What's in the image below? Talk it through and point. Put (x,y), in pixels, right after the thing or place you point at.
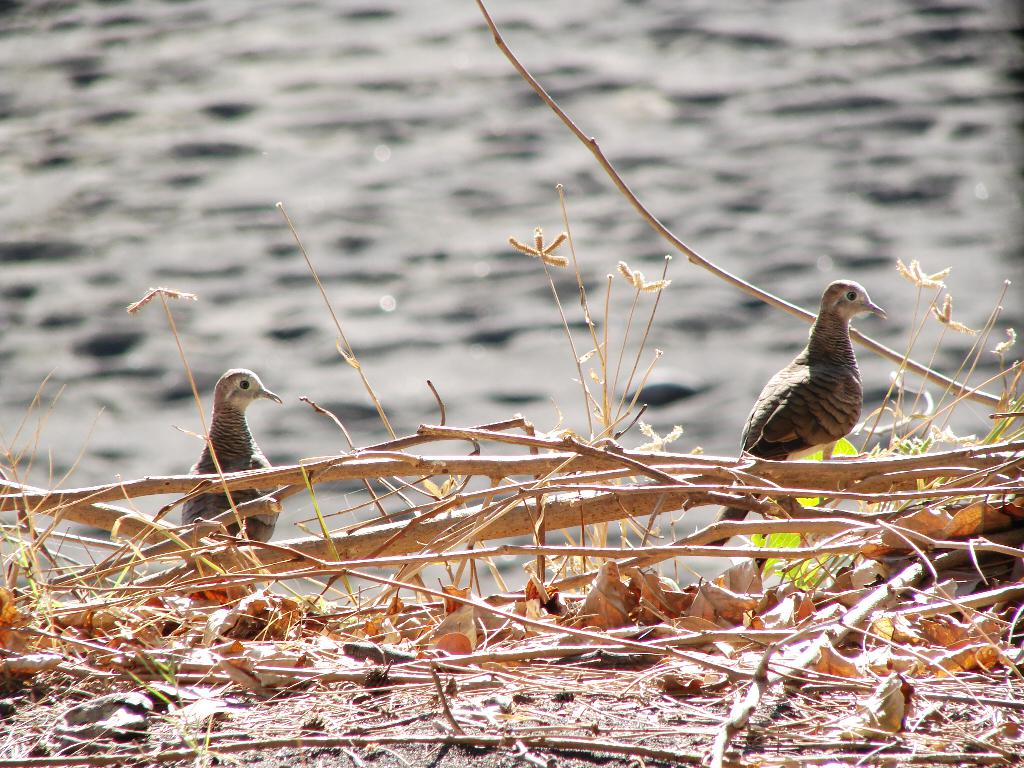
In this picture I can see in the middle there are two birds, At the bottom (497,611) there are dried sticks (406,608), leaves (385,643) and green plants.
